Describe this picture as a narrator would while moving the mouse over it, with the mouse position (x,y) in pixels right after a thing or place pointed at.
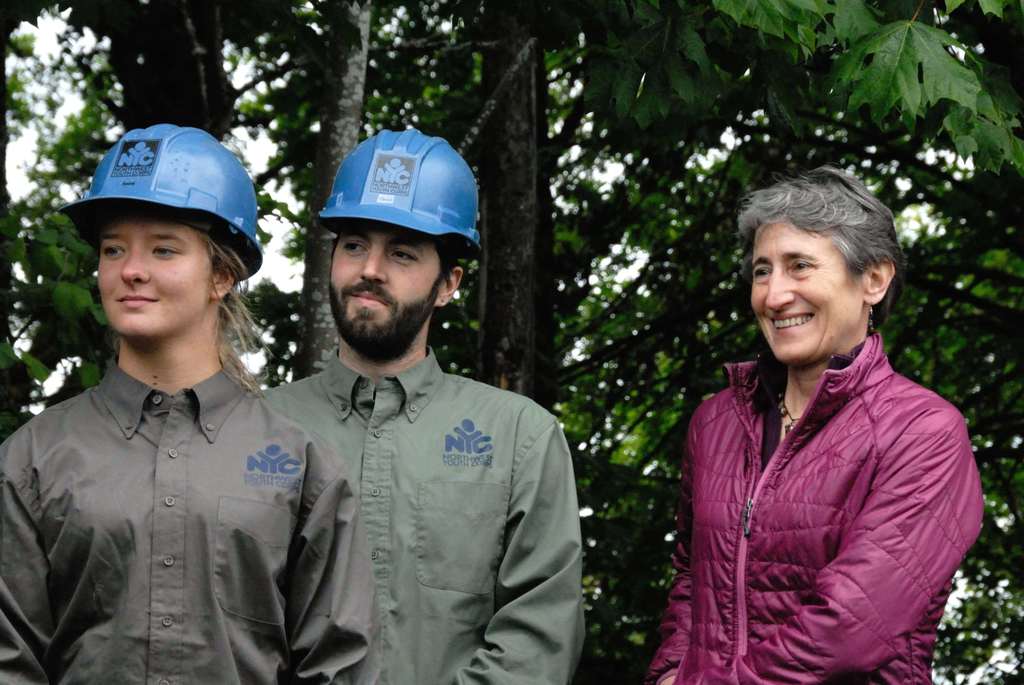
In this picture we can see three people (171,611) standing and smiling where two of them wore helmets (330,199) and in the background (469,112) we can see trees (432,96).
